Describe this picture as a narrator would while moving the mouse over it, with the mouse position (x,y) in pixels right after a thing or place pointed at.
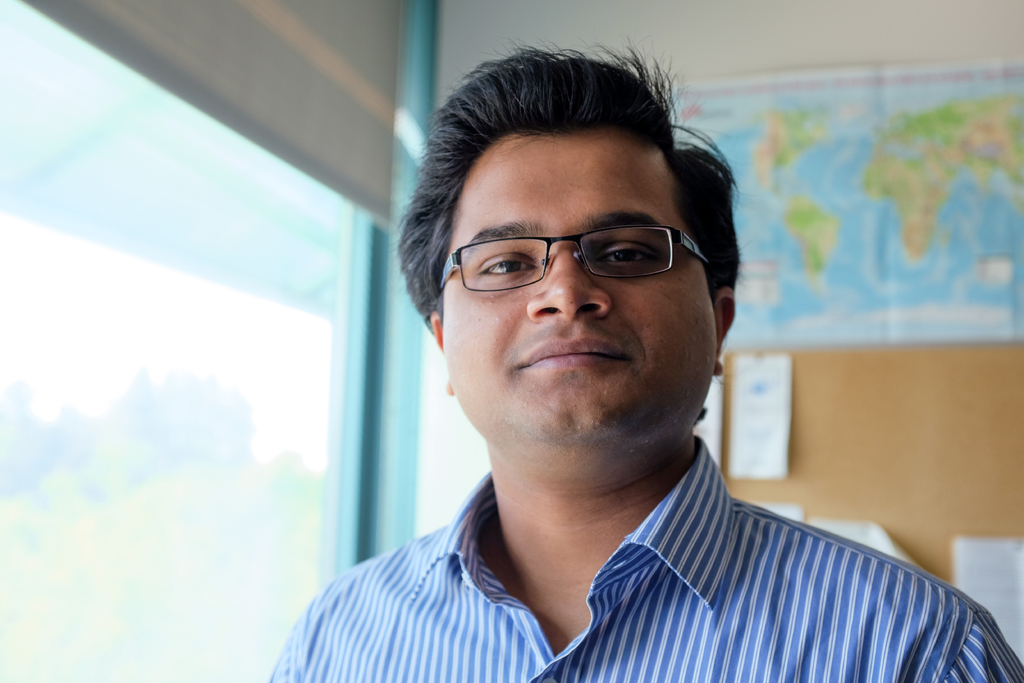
In this image I can see a person (632,457) wearing blue colored dress (715,582) and black colored spectacles (617,236). In the background (775,21) I can see the white colored wall (738,41), a map (863,201) and a brown colored board (869,401) attached to the wall (712,403). On the board (896,503) I can see few papers (1008,601) attached. I can see the glass window (248,338) and through it I can see few trees (139,493) and the sky (144,328).
